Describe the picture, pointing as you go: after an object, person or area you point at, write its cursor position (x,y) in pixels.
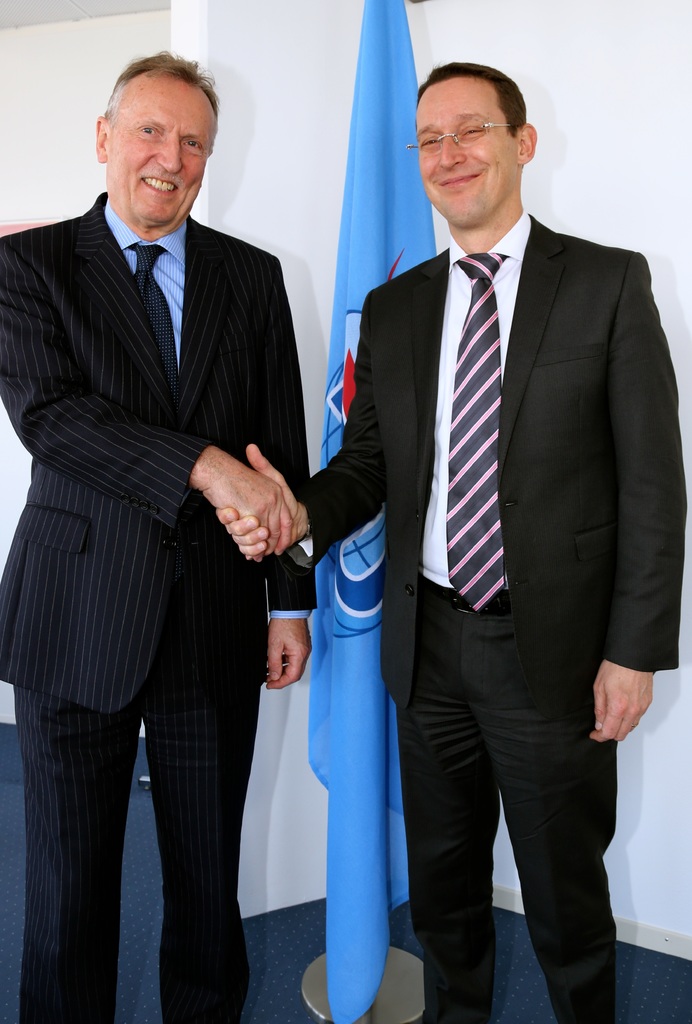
There are two men (224,874) standing and smiling. They wore suits (228,320), shirts (456,326), ties (470,383) and trousers (406,773). This is a flag (392,41) hanging to the pole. Here is a wall (283,36), which is white in color.
